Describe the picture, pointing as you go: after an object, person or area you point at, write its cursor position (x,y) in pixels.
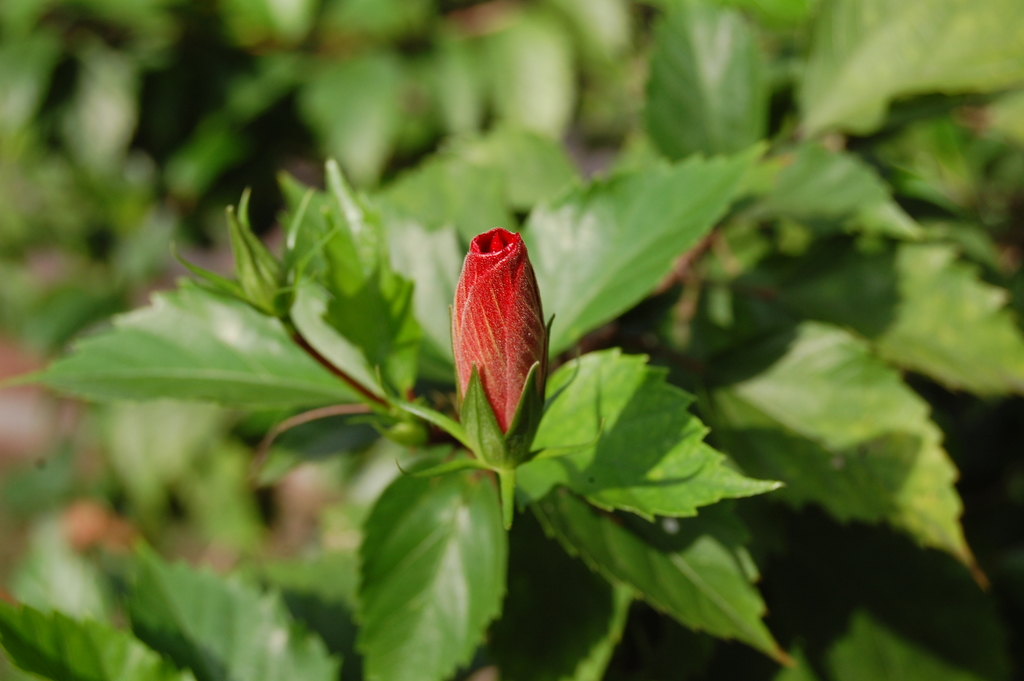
In the image there is a red flower (498,367) to a plant (527,369).
